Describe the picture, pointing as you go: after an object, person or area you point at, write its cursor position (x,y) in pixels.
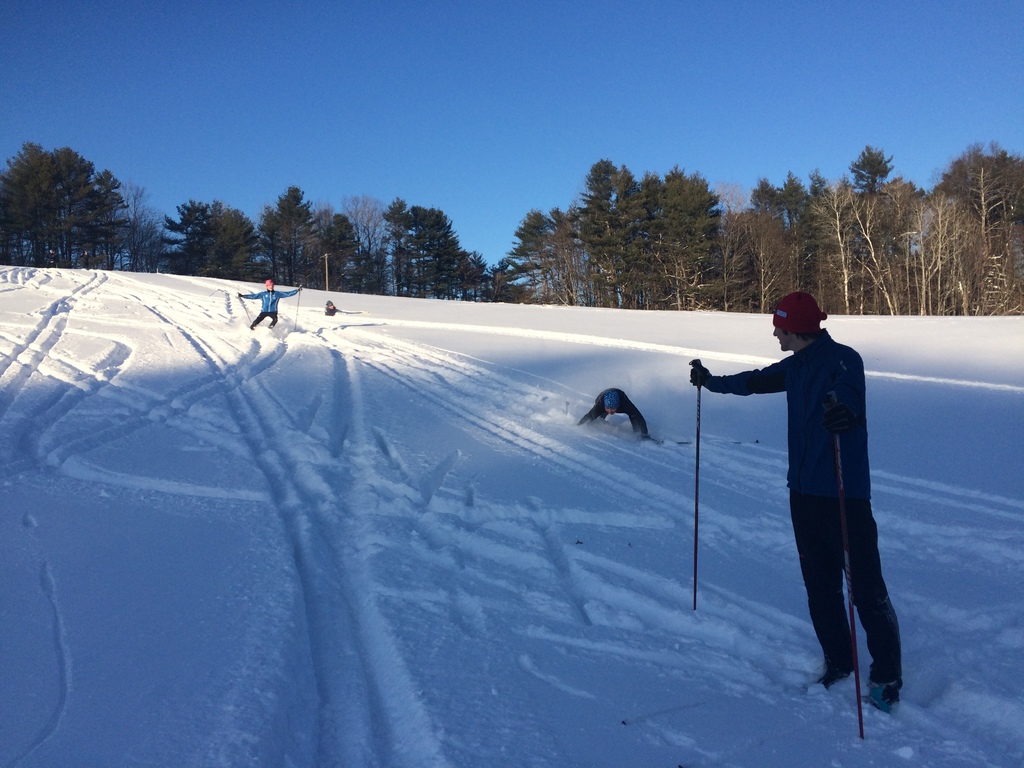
In this image, there are a few people (825,445). Among them, two people (252,327) are holding some objects (849,554). We can see the ground (308,498) covered with snow (484,311). There are a few trees (562,301). We can see a pole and the sky (511,209).
